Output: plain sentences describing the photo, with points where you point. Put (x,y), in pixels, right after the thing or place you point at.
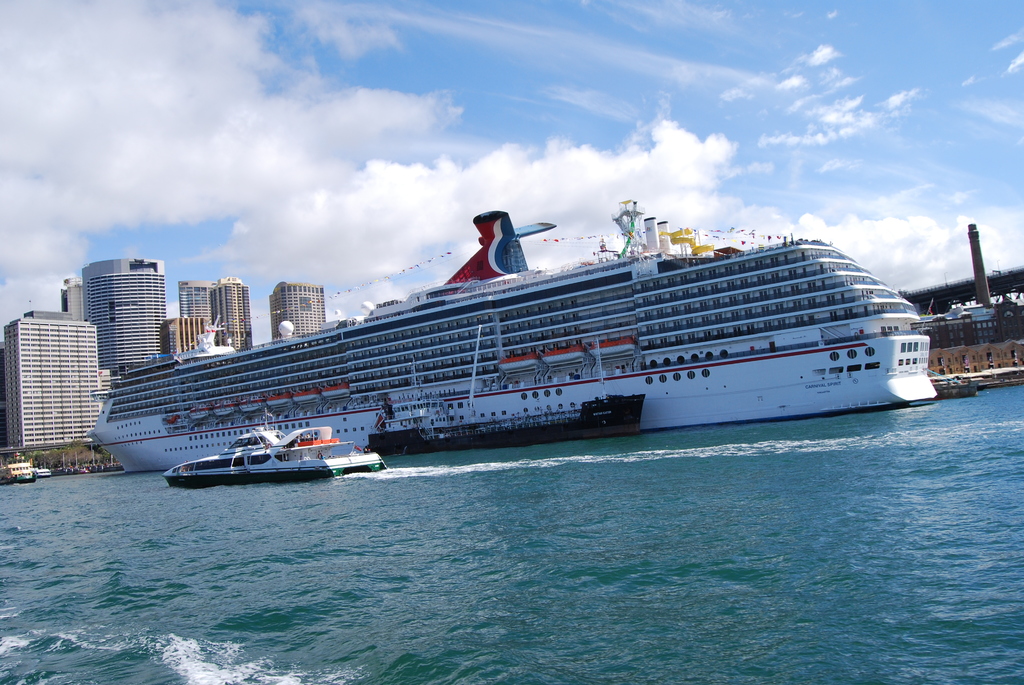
These are ships (602,353) and buildings (223,311), this is water (666,613) and a sky (589,141).
